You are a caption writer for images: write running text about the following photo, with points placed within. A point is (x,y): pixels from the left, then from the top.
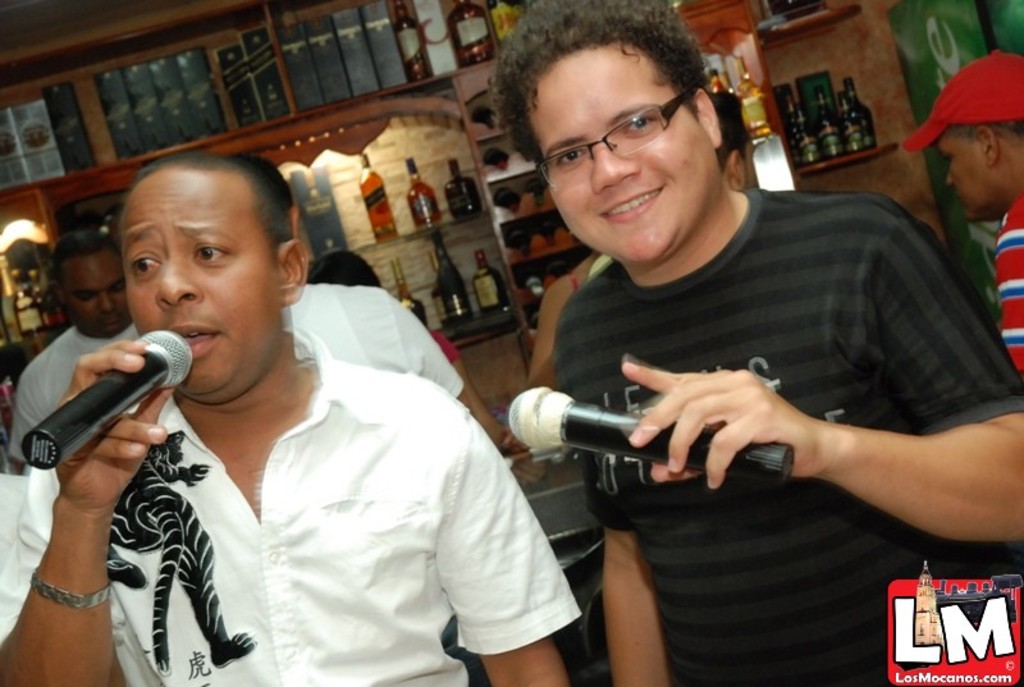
A person (294,563) is wearing a white shirt (215,520) is holding mic (99,401) and singing. Also a person (829,352) wearing a black t shirt (759,320) is holding a mic (629,426) and smiling and wearing a spectacles (607,145). Behind them there are many bottles (423,183) and cup board (490,363) is there. And one person (962,116) is wearing a red cap (984,98) and red shirt (1003,258) is standing over there.
